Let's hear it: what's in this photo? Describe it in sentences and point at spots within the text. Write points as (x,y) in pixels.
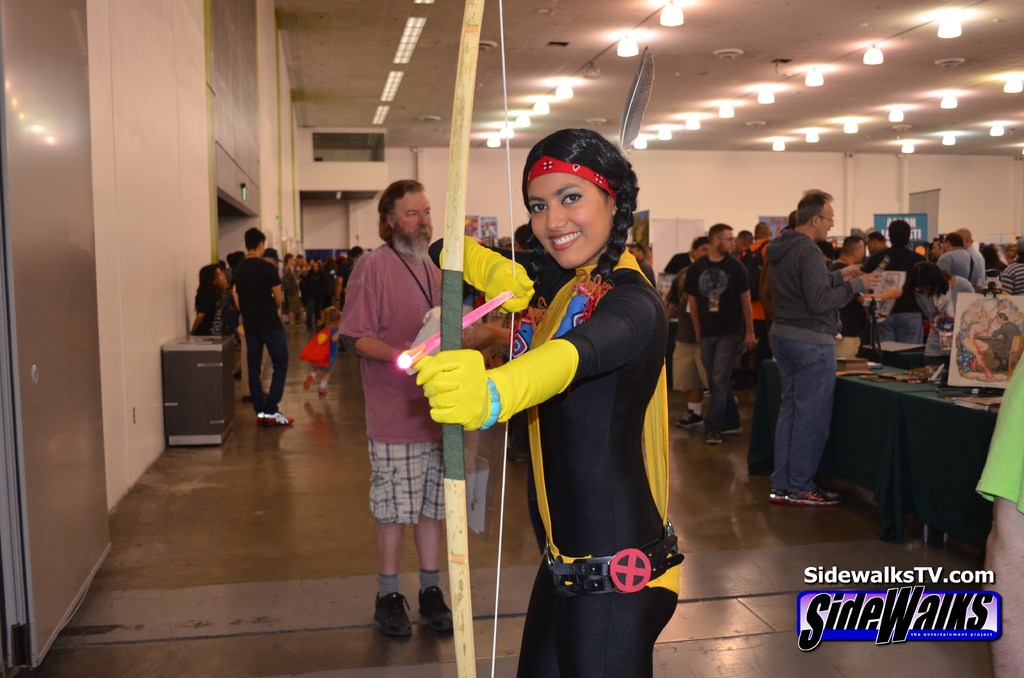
In the middle of the image (518,352) there is a lady (526,383) holding a bow (511,309) and an arrow (497,305) in her hand (505,291) and there is a feather (630,102) on her head (598,202). Behind her there are many people (737,337) standing and also there are few posters (987,374). On the walls (232,40) there are doors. At the top of the image (992,130) there is a roof (616,119) with many lights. On the left side of the image (226,351) there is a cupboard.
